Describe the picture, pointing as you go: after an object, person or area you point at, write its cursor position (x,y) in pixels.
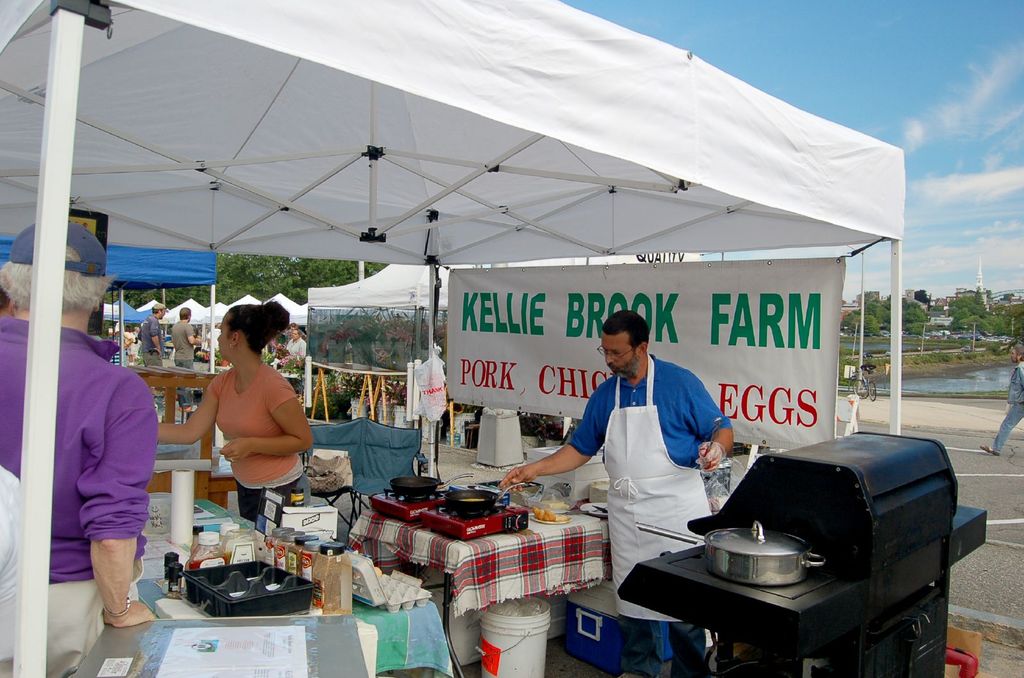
In this image we can see a stall (318,22). There are tables (320,655) on which there are objects (400,495). There are persons (242,365). In the background of the image (285,360) there are other stalls (335,300). There are trees (245,283). To the right side of the image (990,469) there is road (981,481). At the top of the image (880,52) there is sky (943,47).
